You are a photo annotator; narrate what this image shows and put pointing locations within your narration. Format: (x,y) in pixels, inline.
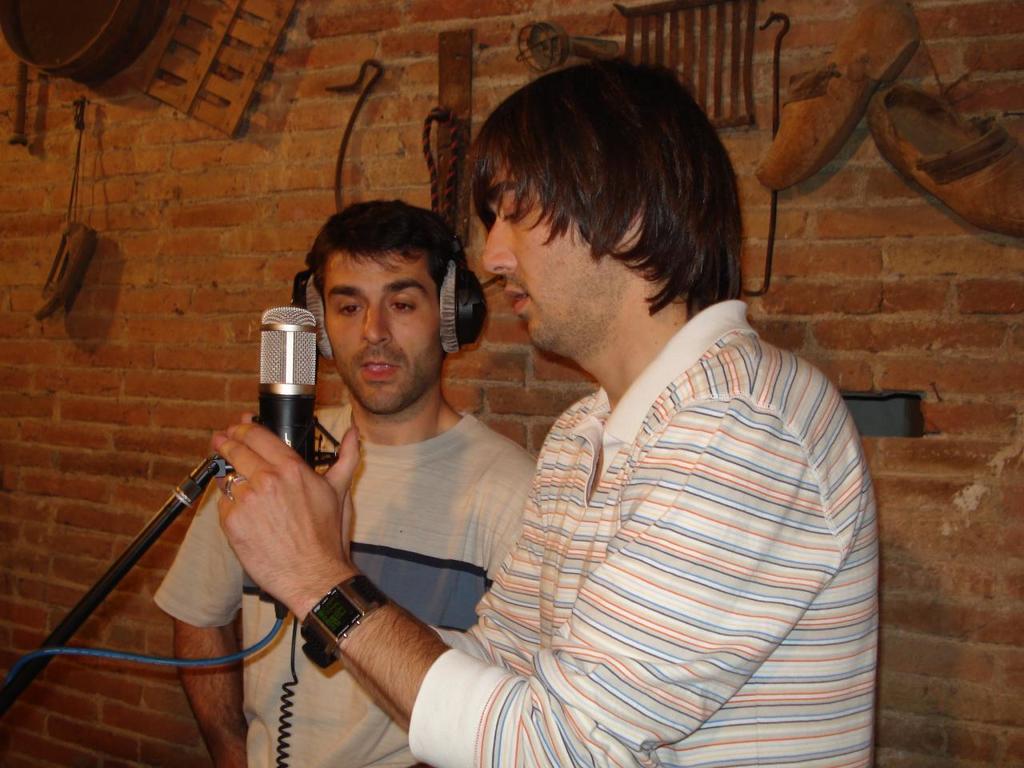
In this picture there is a person (571,576) standing and holding a mic (299,447) in his hands (280,457) and there is another person (426,465) standing beside him is wearing headset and there is a brick wall (243,153) which has few objects (457,53) attached to it in the background (461,59).
